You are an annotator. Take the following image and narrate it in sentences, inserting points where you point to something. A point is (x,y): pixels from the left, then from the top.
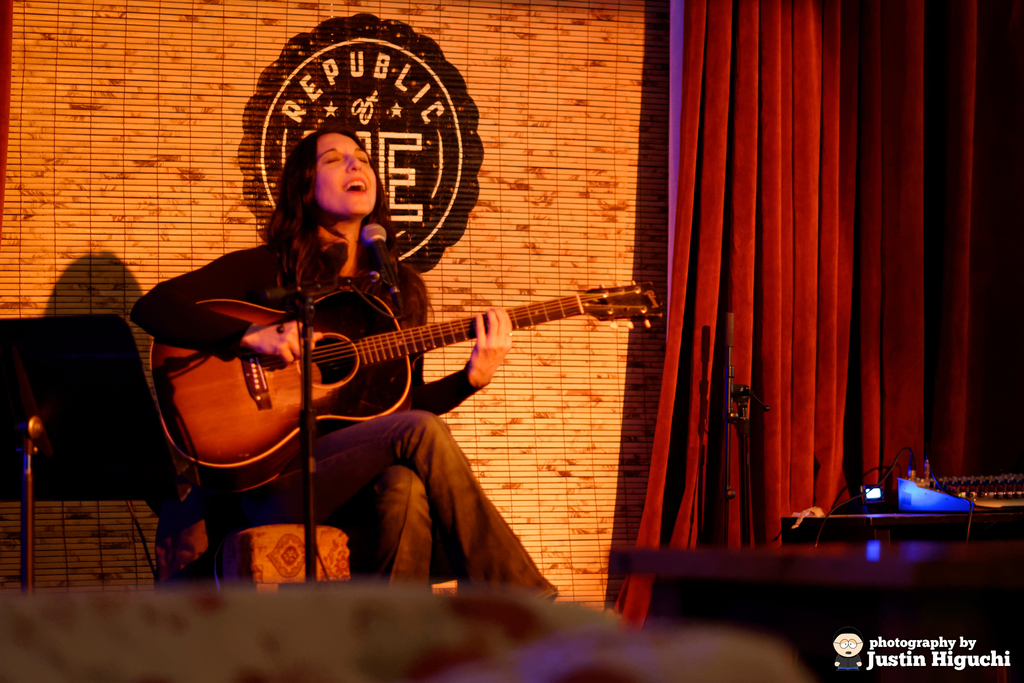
The picture consists of one person (469,498) sitting on the chair (276,537) and playing a guitar (325,369) and singing in front of the microphone (369,238) and behind her there is a wall (553,74) with one curtain (799,464) and there are some instruments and in front of her there is one page holder (72,481).
